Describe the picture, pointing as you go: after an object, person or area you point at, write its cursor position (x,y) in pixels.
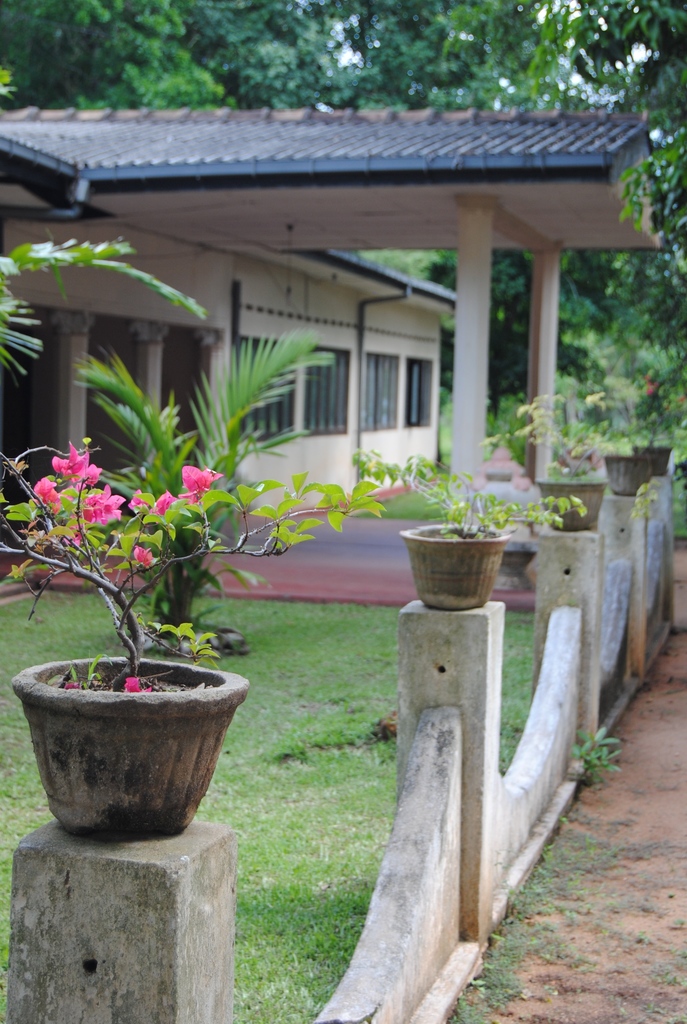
This is grass (370,846). There are plants (183,530), flowers (61,497), and a house (428,312). In the background (489,46) there are trees (595,39).
